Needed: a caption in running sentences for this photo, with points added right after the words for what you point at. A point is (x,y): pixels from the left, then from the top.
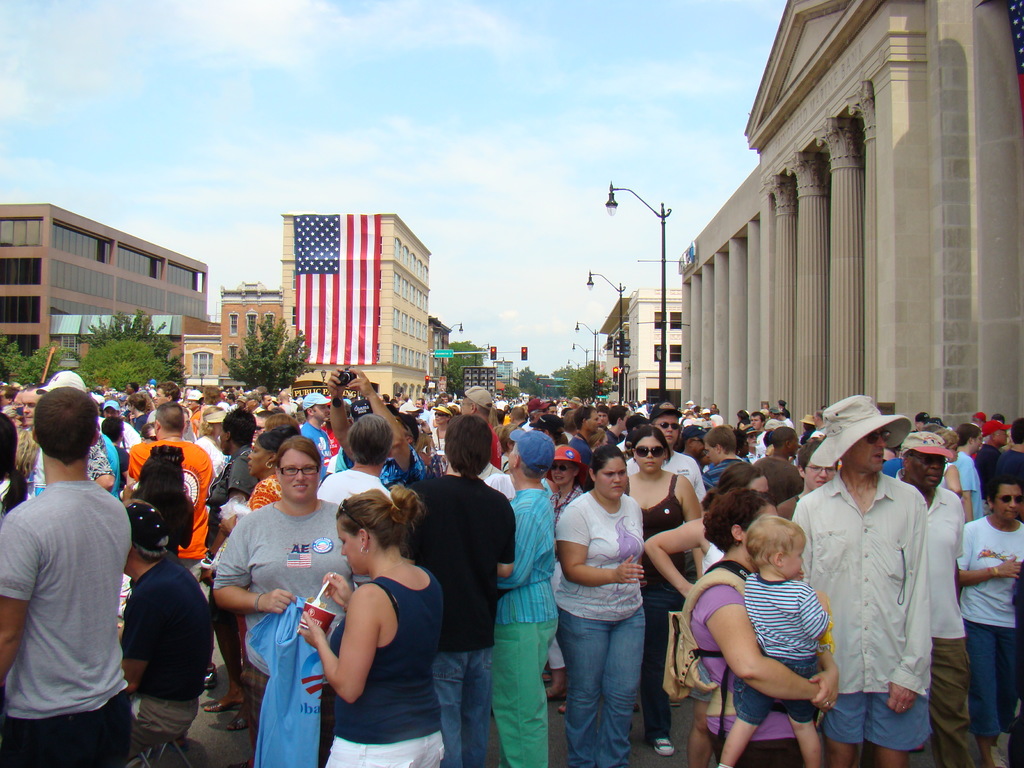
In this image we can see a crowd (425,521) standing on the road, buildings (713,298), street poles (666,219), street lights (612,197), traffic poles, traffic signals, sign boards (442,350), trees (297,352) and sky (497,165) with clouds (493,173).
